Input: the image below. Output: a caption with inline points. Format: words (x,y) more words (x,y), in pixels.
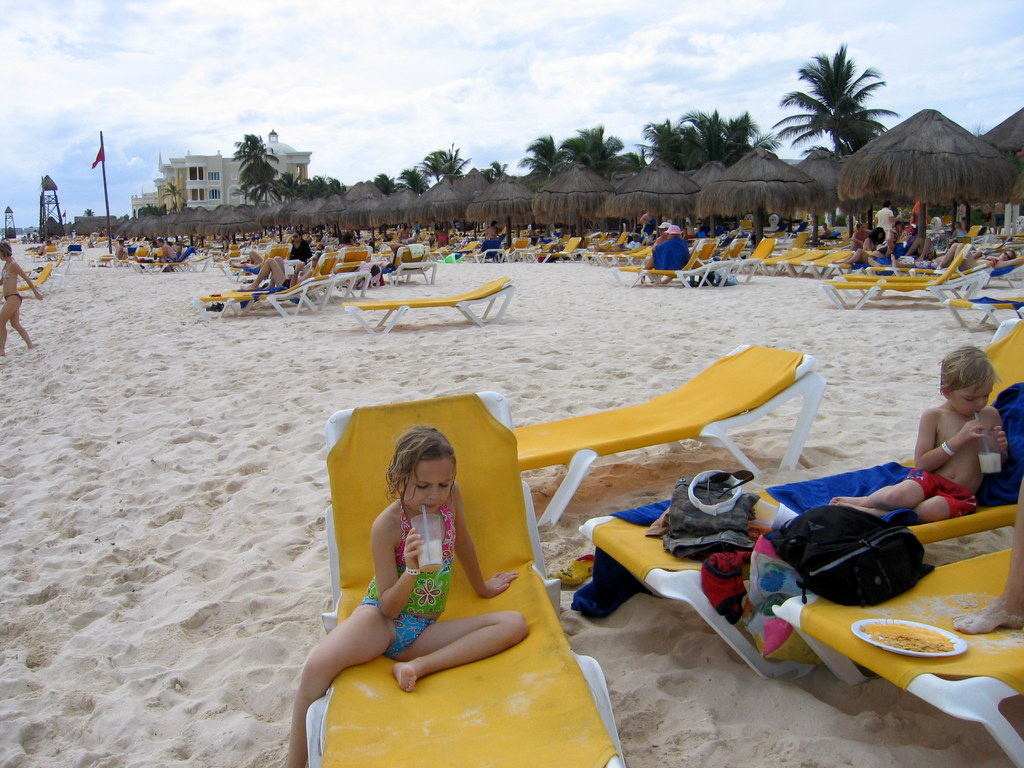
This picture shows a seashore (164,507). We see few people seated on the chairs (795,366) and we see bags (760,552) and couple of kids (468,557) holding glasses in their hands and drinking and we see food (915,648) in the plate (873,641) and we see a pole flag (109,201) and a building (225,201) and trees (636,168) and huts (731,171) and we see a blue cloudy sky (730,109).
